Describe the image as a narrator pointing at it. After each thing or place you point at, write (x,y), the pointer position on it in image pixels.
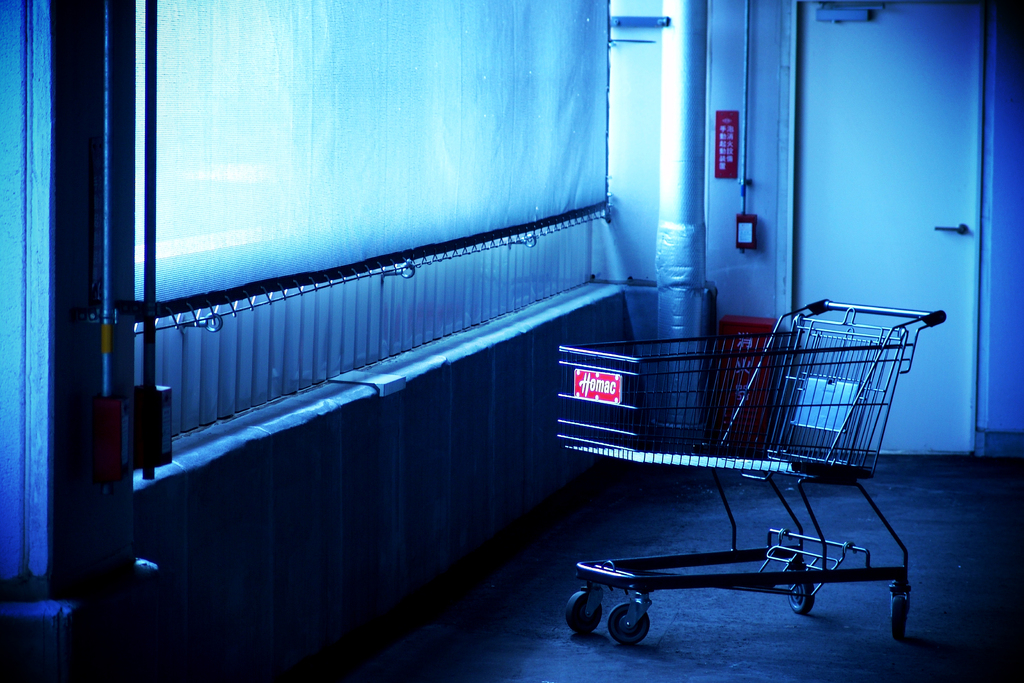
In this image in the center (665,366) there is a trolley (814,481). On the left side (280,193) there is a curtain (372,172) and there are rods (148,168). In the background (856,140) there is a door (967,170) and in front of the door (823,283) there is an object (740,343) which is red in colour, which is on the left side of the door (867,156) there is a pillar (673,134).
